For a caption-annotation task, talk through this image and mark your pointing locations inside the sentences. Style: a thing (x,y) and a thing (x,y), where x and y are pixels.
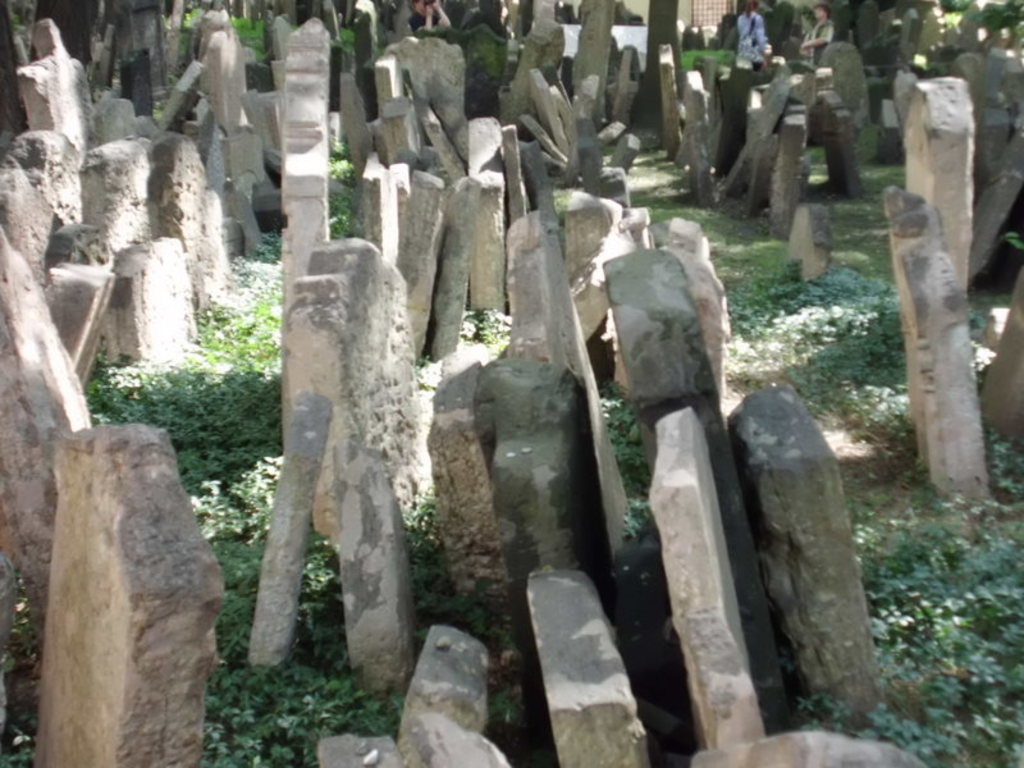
In this image we can see stones (353,480). At the bottom of the image (286,687) there are plants (203,427). In the background of the image (414,3) there are people (426,10).
